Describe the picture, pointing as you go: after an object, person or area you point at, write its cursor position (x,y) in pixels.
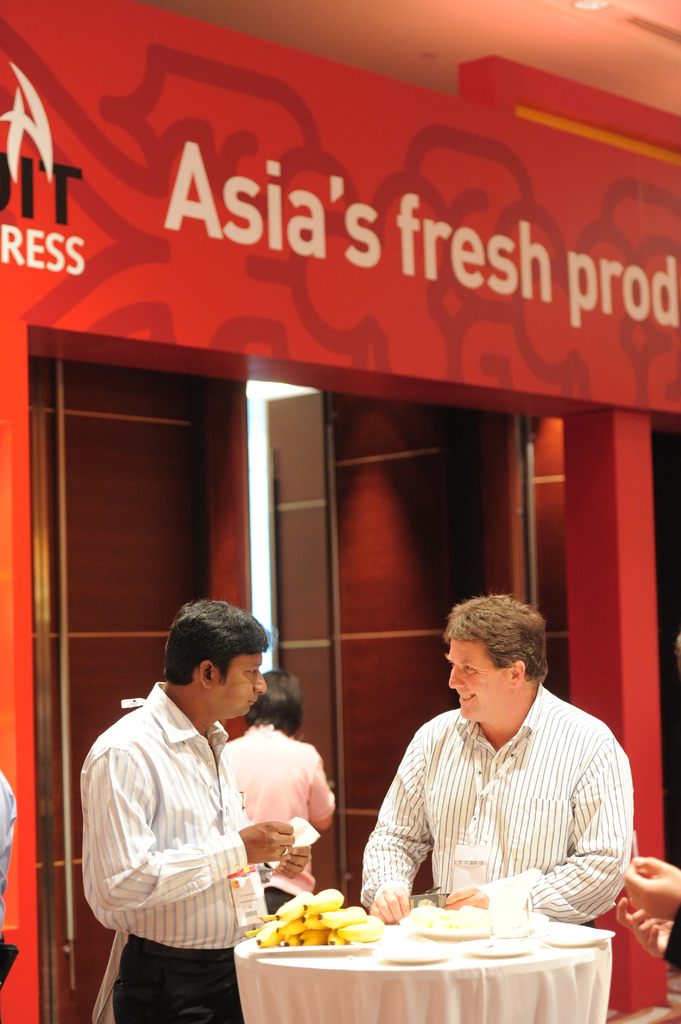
In this image we can see a few people (403,884), there is a table (367,1005), on that we can see bananas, plates (571,935), and a glass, there is the text (59,178) on the wall (371,333), also we can see the light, and the door (116,603).
